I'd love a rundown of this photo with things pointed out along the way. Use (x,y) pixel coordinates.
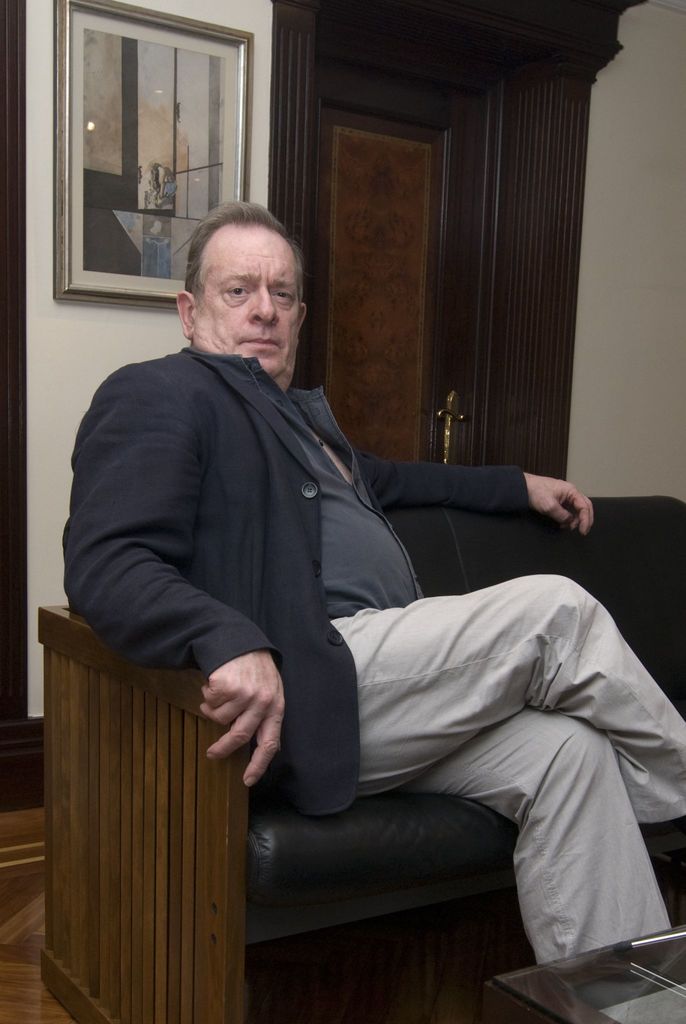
In this image I can see a man (515,608) is sitting on a sofa (423,590). I can see he is wearing black colour blazer (233,543) and pant (383,741). In the background (215,100) I can see a door (409,256) and a frame (192,19) on the wall (36,34). On the bottom right corner of this image (545,1018) I can see a glass table (575,995).
